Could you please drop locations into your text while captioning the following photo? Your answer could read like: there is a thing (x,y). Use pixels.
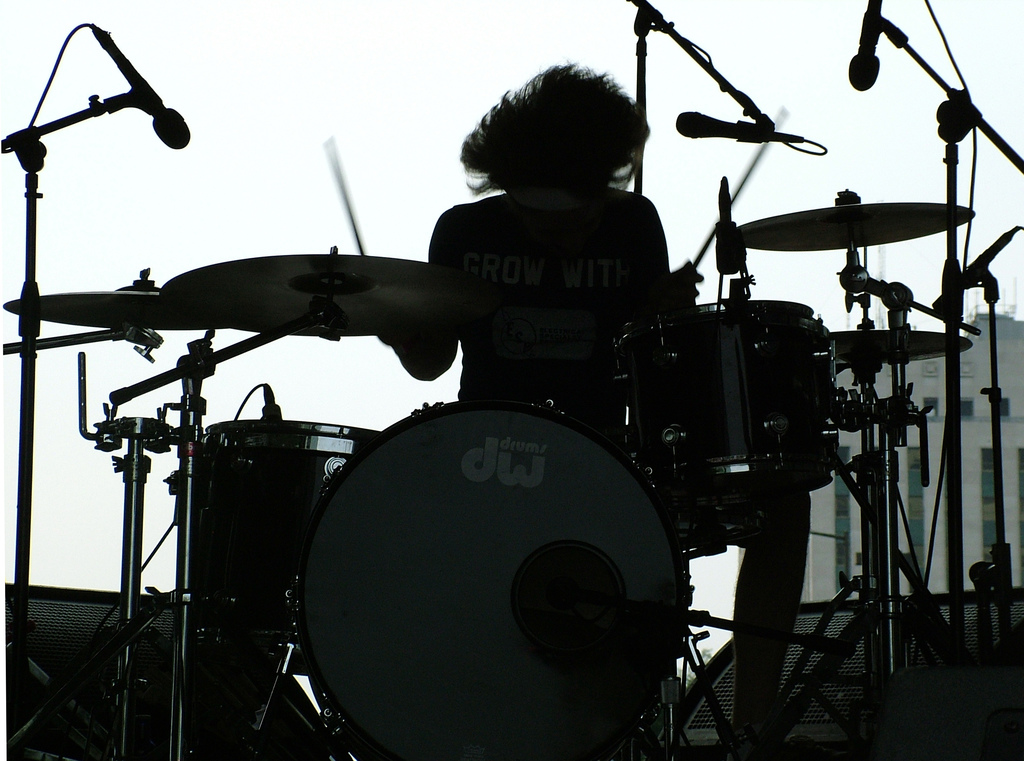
In this image there is a person (627,224) playing drums (544,469).
